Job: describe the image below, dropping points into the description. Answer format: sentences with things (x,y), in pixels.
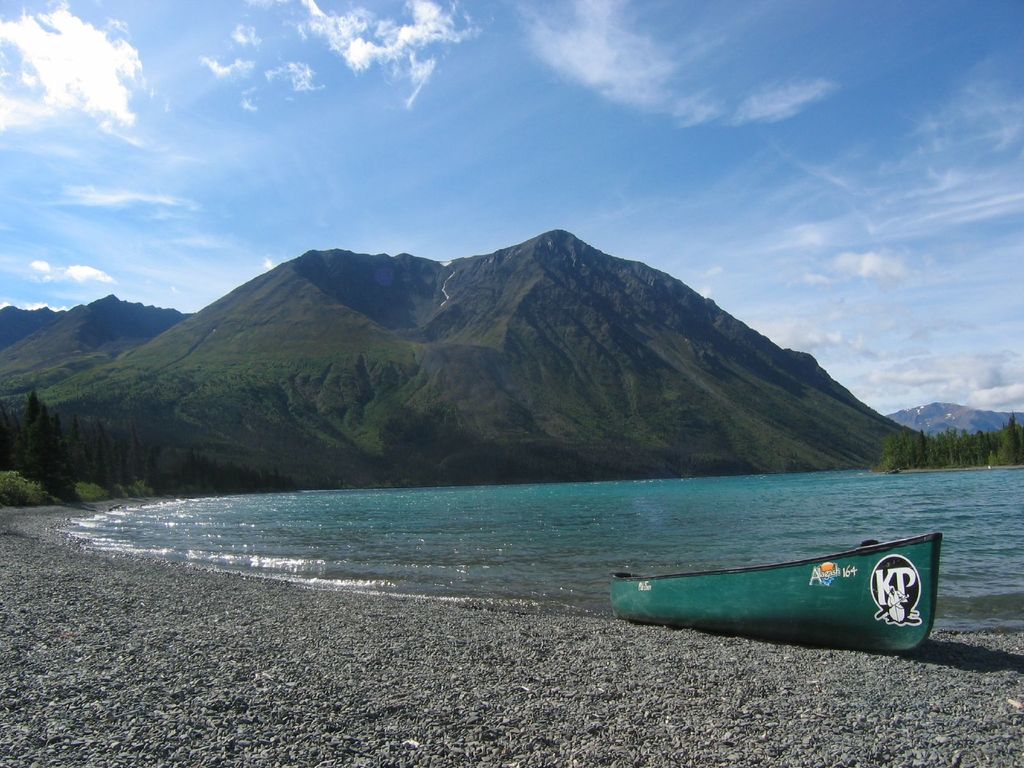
In this image there is a boat (749,616) on the stones (758,717), water (712,483), a few mountains (321,450), few trees (207,465) and some clouds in the sky (334,185).
